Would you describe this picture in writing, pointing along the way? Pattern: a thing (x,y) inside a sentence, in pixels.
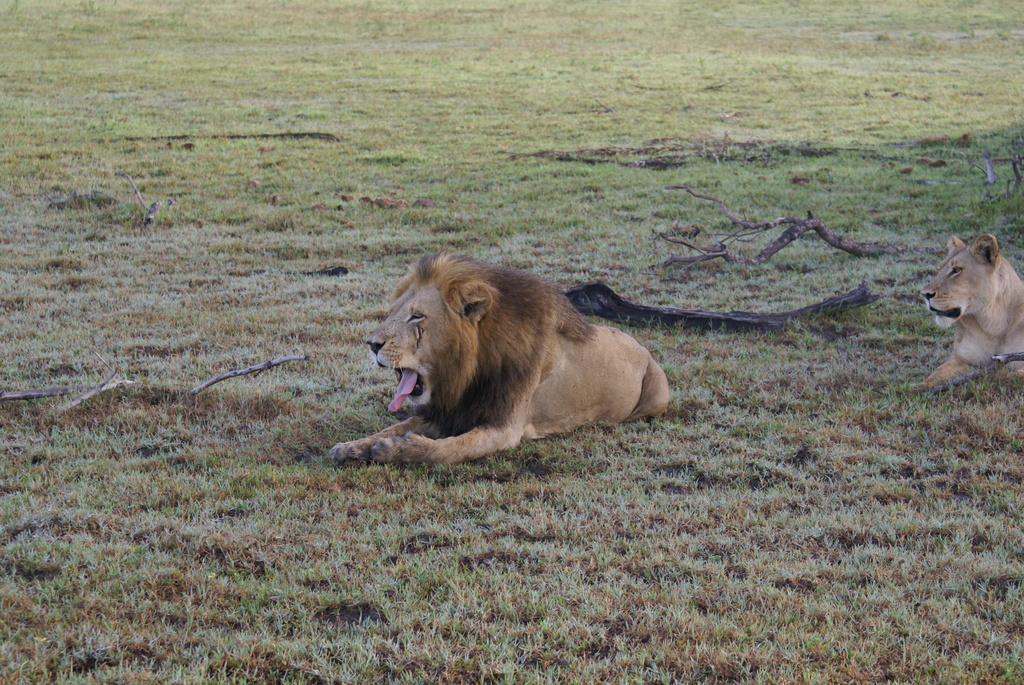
In this image we can see a lion (487,405) and a lioness (980,281) is sitting on the grass (374,519) on the ground (53,584) and there are sticks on the ground (521,166).
